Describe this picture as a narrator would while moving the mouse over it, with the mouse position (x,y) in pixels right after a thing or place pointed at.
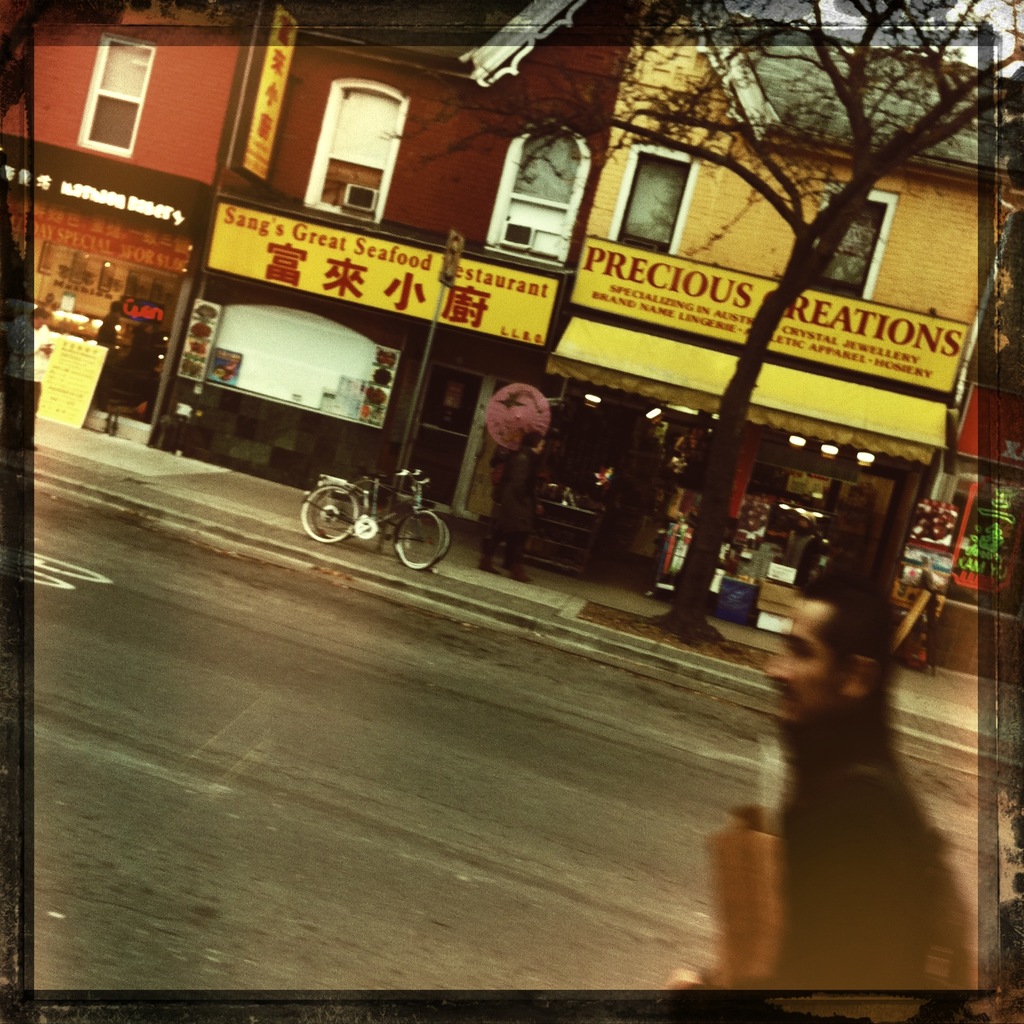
In the picture I can see the right side of the image (844,892) is slightly blurred, where we can see a man (753,906). In the background (277,770), I can see road (327,767), bicycles (393,513) parked here, I can see trees (710,487), buildings (865,379), boards (552,284), stores (554,524) and lights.
